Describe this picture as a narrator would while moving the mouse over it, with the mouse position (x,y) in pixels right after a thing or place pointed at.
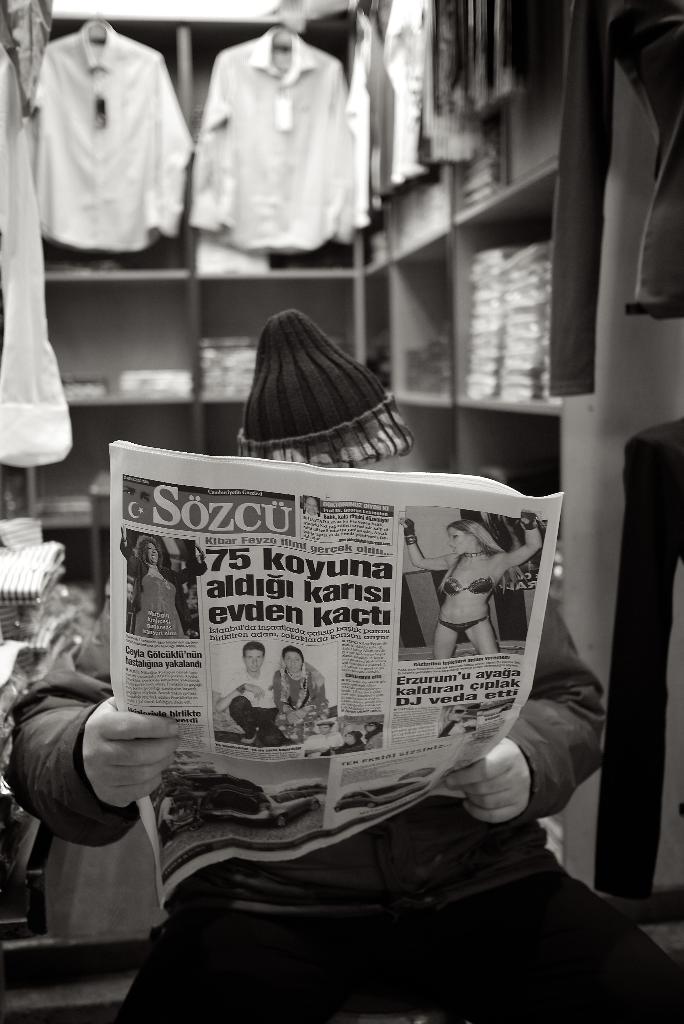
In this image I can see the black and white picture. I can see a person (119,728) wearing jacket (15,754), pant (381,930) and hat (287,350) is sitting and holding a newspapers (322,664) in his hands (119,789). In the background (515,371) I can see few racks (408,284) with few clothes (506,368) in it and few clothes (164,170) hanged to the racks (334,27).
